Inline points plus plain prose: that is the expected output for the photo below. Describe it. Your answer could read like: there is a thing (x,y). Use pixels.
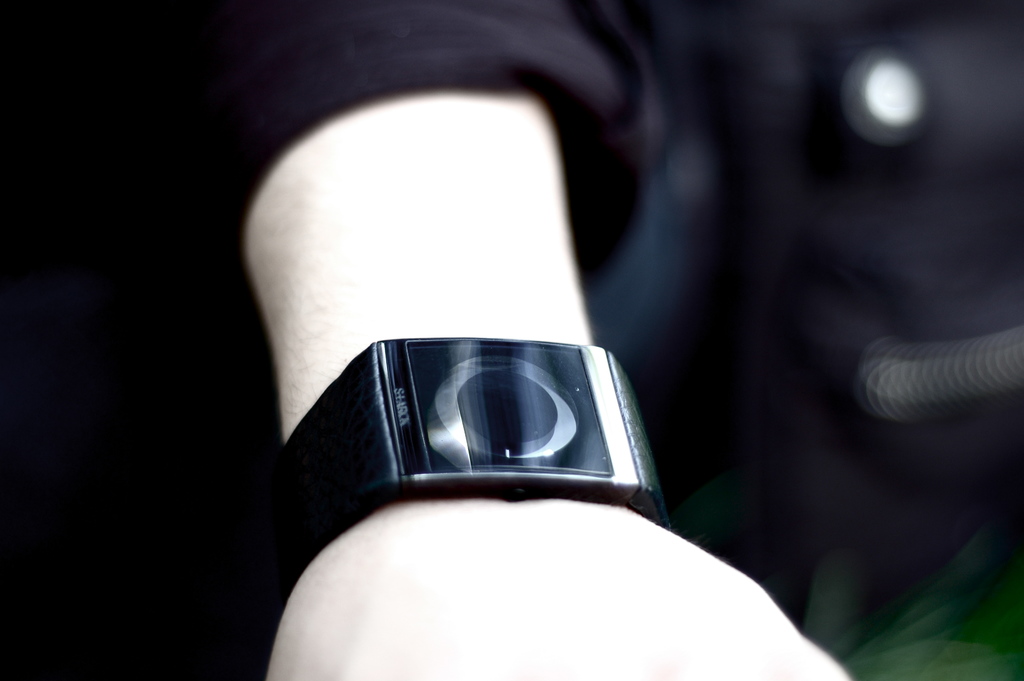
In this image I can see a person's hand (420,574) with a black color watch (419,443). The background (670,172) is blurred.
